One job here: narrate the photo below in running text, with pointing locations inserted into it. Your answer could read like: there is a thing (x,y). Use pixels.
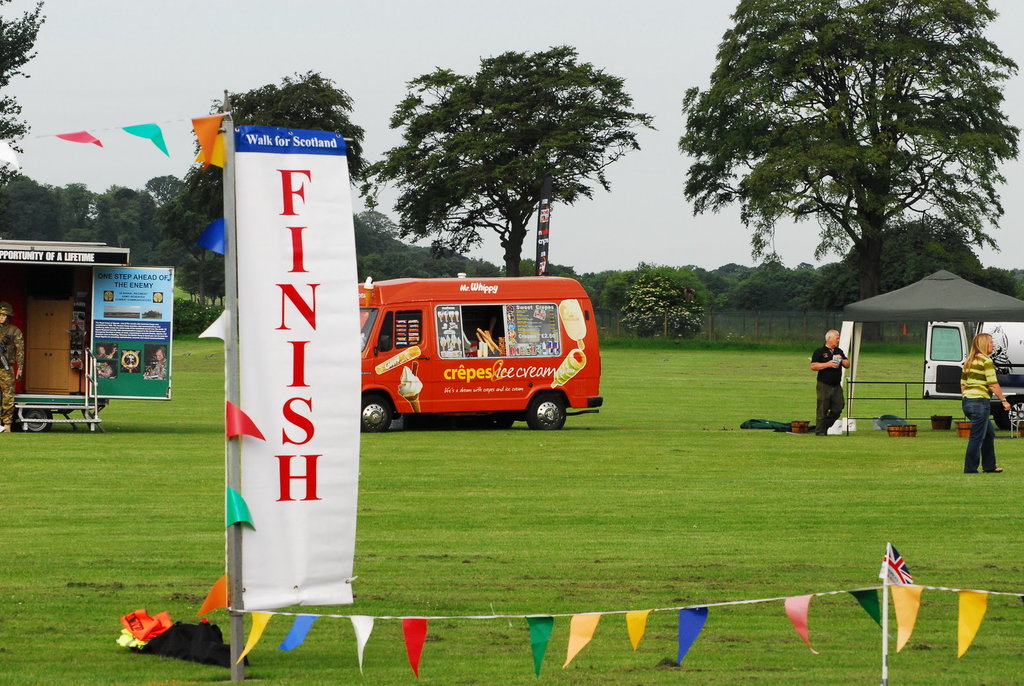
Land (204,449) is covered with grass (453,466). Here we can see flags (877,608) and banners (303,252). Background (1006,339) there is a tent (956,307), vehicles (492,347), people (982,399) and trees (911,268). On this grass (941,485) there are buckets (915,429) and objects (837,425).
